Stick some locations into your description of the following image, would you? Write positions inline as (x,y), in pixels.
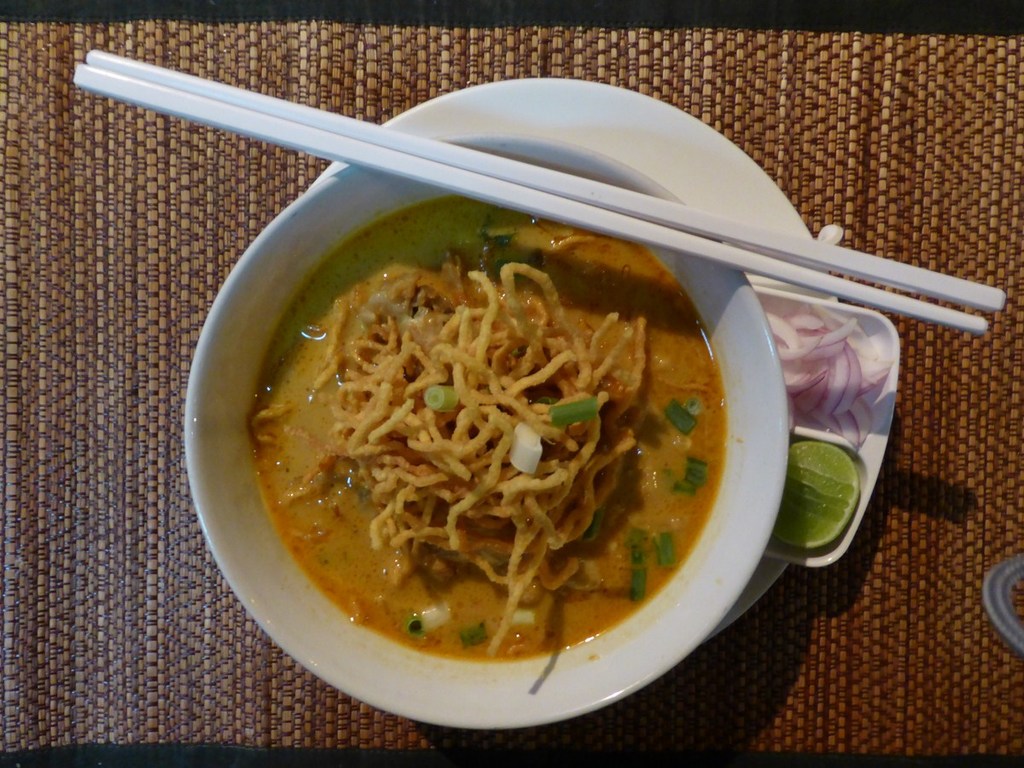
In this picture we can see food (674,422) in the bowl (376,691). These are chopsticks (646,209) and there is a plate (703,170). And there are onions (843,427), and lemon (811,505).
